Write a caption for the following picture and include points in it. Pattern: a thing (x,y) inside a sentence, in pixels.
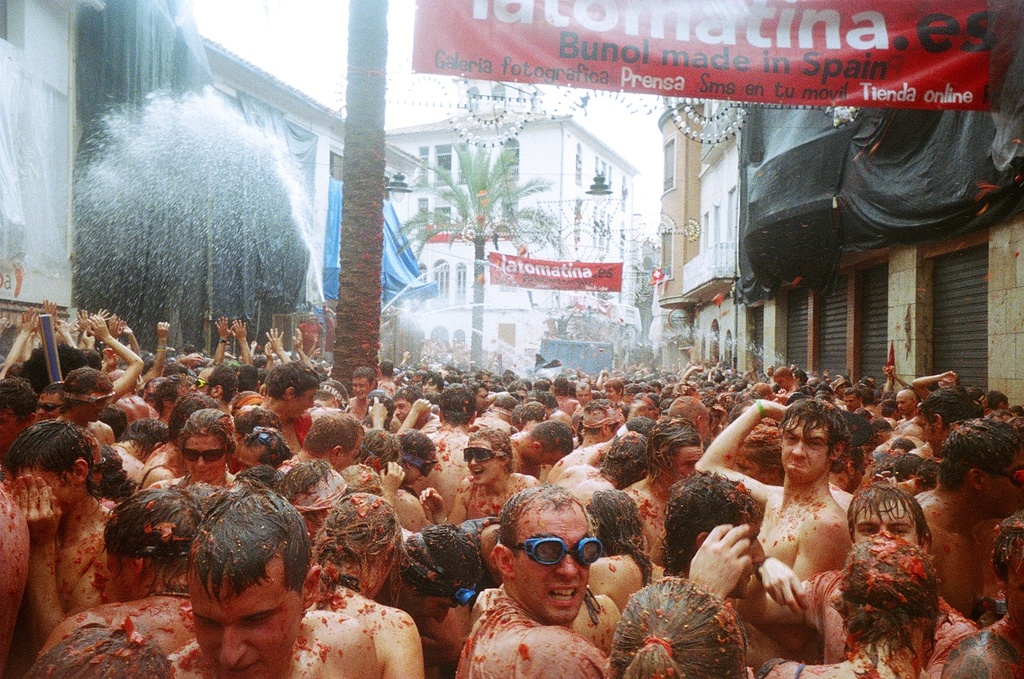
In this image I can see number of people (599,382) are standing and in the background (510,186) I can see few banners (532,284), few trees (359,324) and number of buildings (560,310). I can also see something is written on these banners (734,40).
